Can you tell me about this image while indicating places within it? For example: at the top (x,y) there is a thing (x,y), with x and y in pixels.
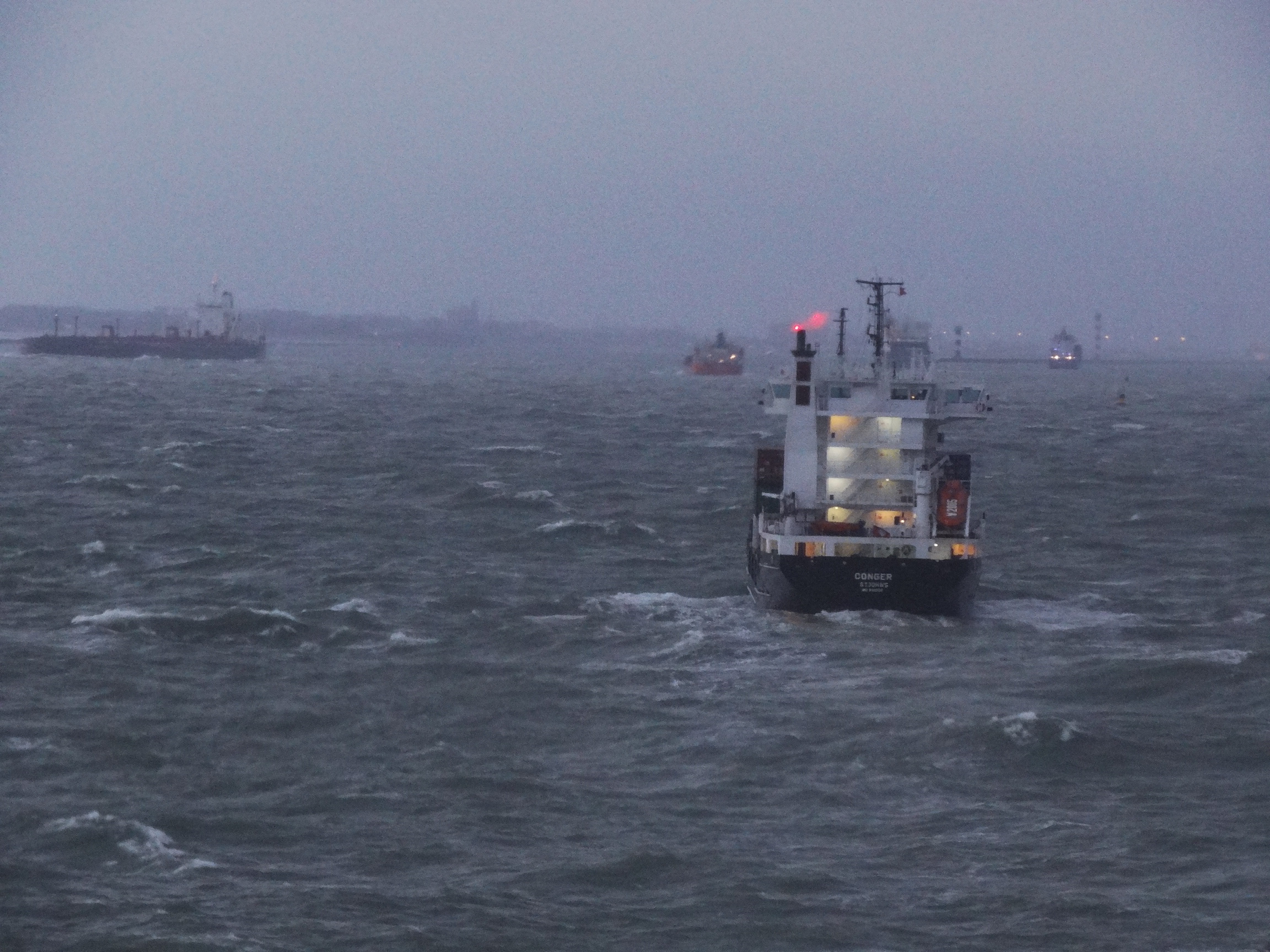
In this image, we can see ships (837,559) are above the water (665,593). Here we can see lights (837,511) and poles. Background (1186,242) there is a sky (619,182).
